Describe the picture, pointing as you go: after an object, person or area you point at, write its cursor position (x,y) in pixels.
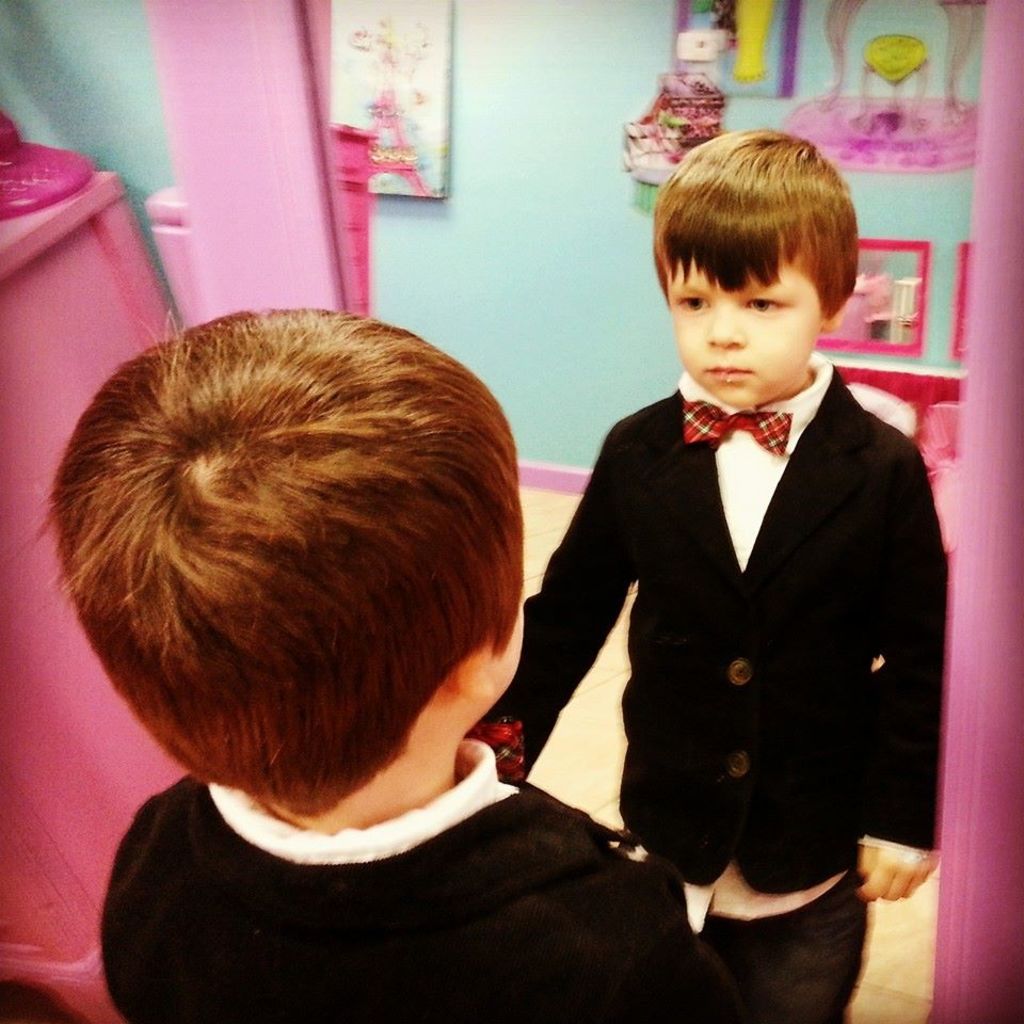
There is a boy (332,695) standing. In front of him there is a mirror (536,178). On the mirror (520,242) there is a reflection (650,565) of the boy (366,808). Also there is a wall (452,163) with some items (678,122) on that. Near to the boy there is a pink color cupboard (54,330).
